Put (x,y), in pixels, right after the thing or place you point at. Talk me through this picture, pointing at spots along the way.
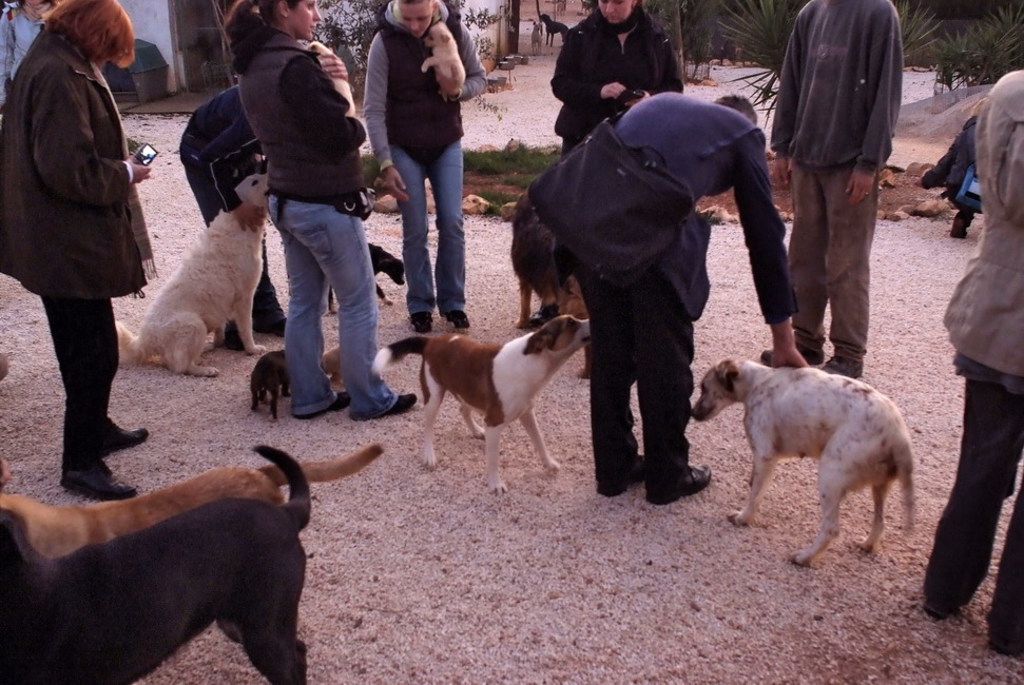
In this image i can see number of dogs (231,293) and number of people (132,239) standing. In the background (752,56) i can see plants (737,45) and buildings (186,28).
